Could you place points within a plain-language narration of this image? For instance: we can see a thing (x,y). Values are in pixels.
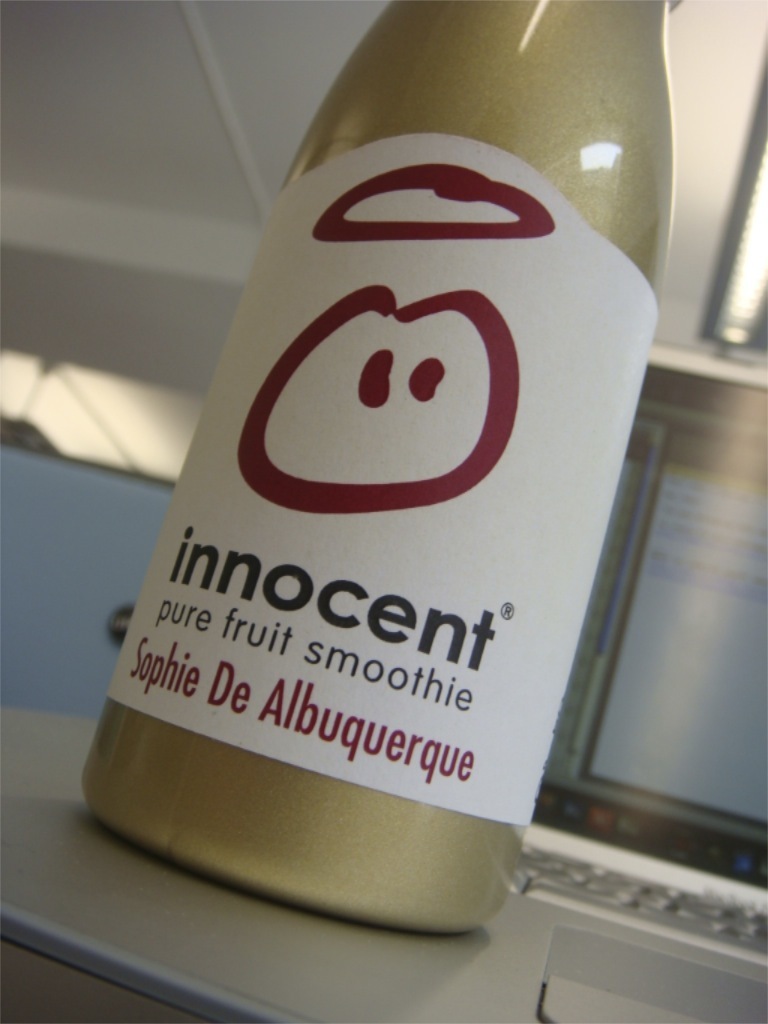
In this we can see a bottle (296,669) with a label (540,712) is kept on the laptop (178,900). The background of the image (765,168) is blurred, where we can see the ceiling lights (765,109).
